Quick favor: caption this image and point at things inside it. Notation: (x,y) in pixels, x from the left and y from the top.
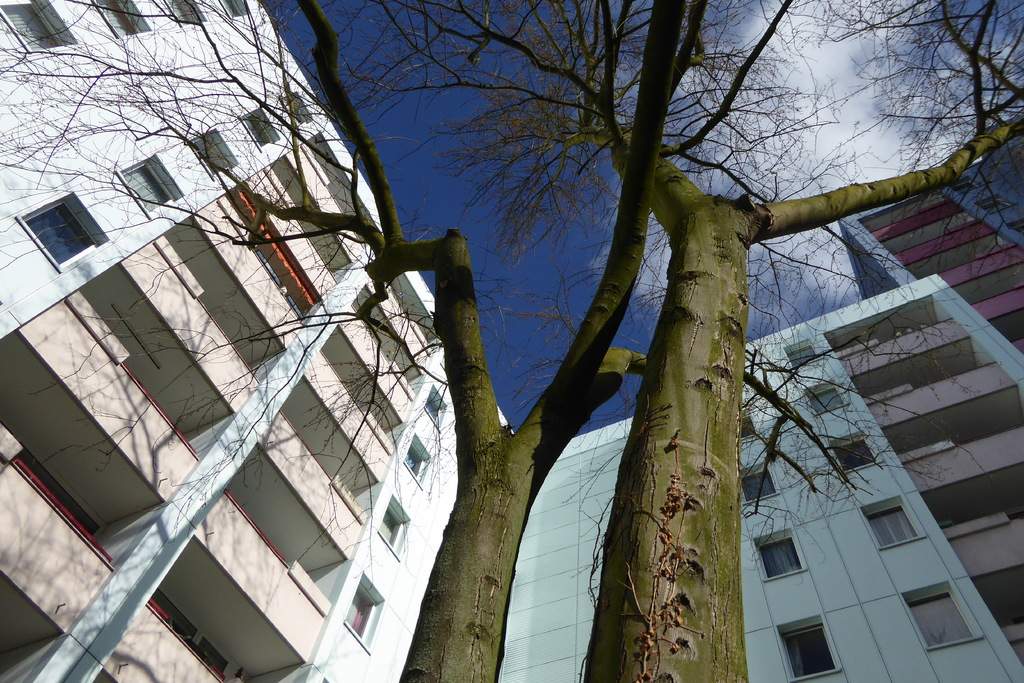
In this picture we can see few buildings (432,300), trees (576,343) and clouds (830,111).
